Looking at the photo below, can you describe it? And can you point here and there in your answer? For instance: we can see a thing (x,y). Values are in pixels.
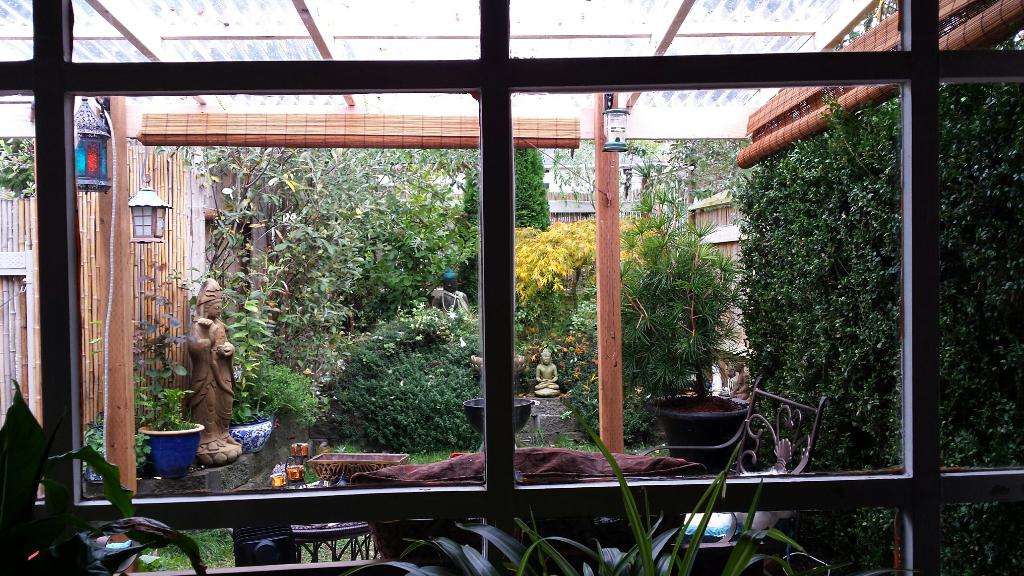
In this picture we can see a few plants (447,425), bowl (472,406), sculptures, house plants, trees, lanterns (149,230), chair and buildings (696,219) in the background (690,192).
